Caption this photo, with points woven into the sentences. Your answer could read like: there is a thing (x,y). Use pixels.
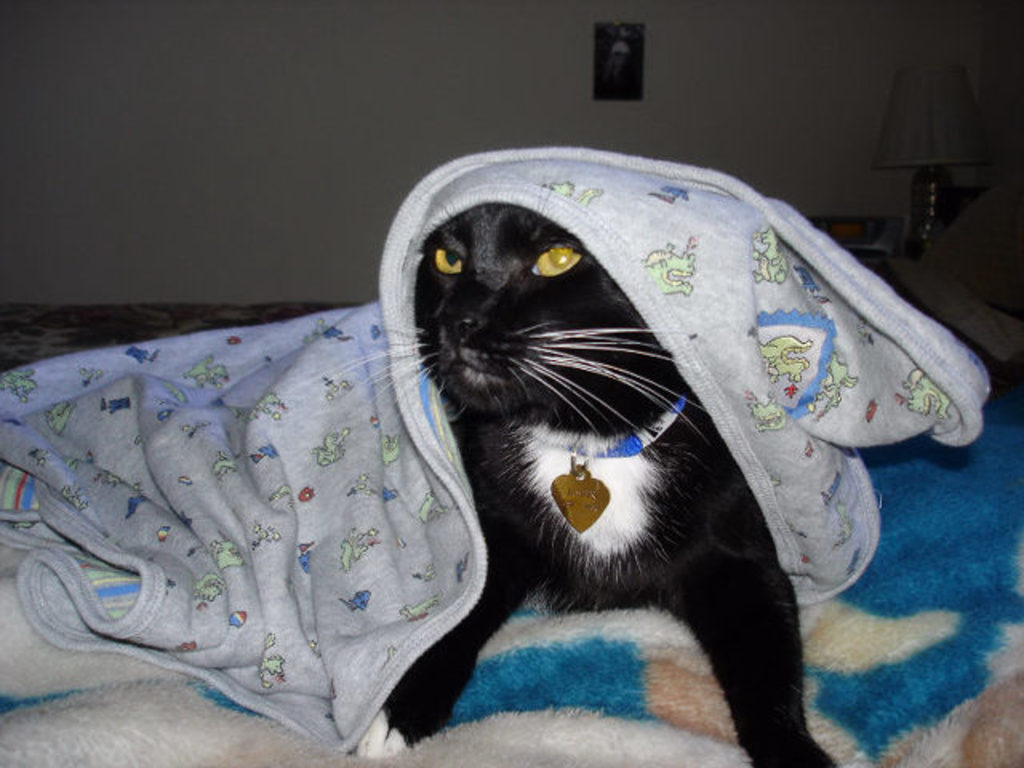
In this image in the center (595,404) there is a cat (520,473) and on the cat (526,484) there is a cloth (335,452). In the background (612,67) there is frame (612,80) on the wall (557,72). On the right side (910,127) there is a light lamp (927,174), and there is an object (967,262) which is on the bed (17,672).
